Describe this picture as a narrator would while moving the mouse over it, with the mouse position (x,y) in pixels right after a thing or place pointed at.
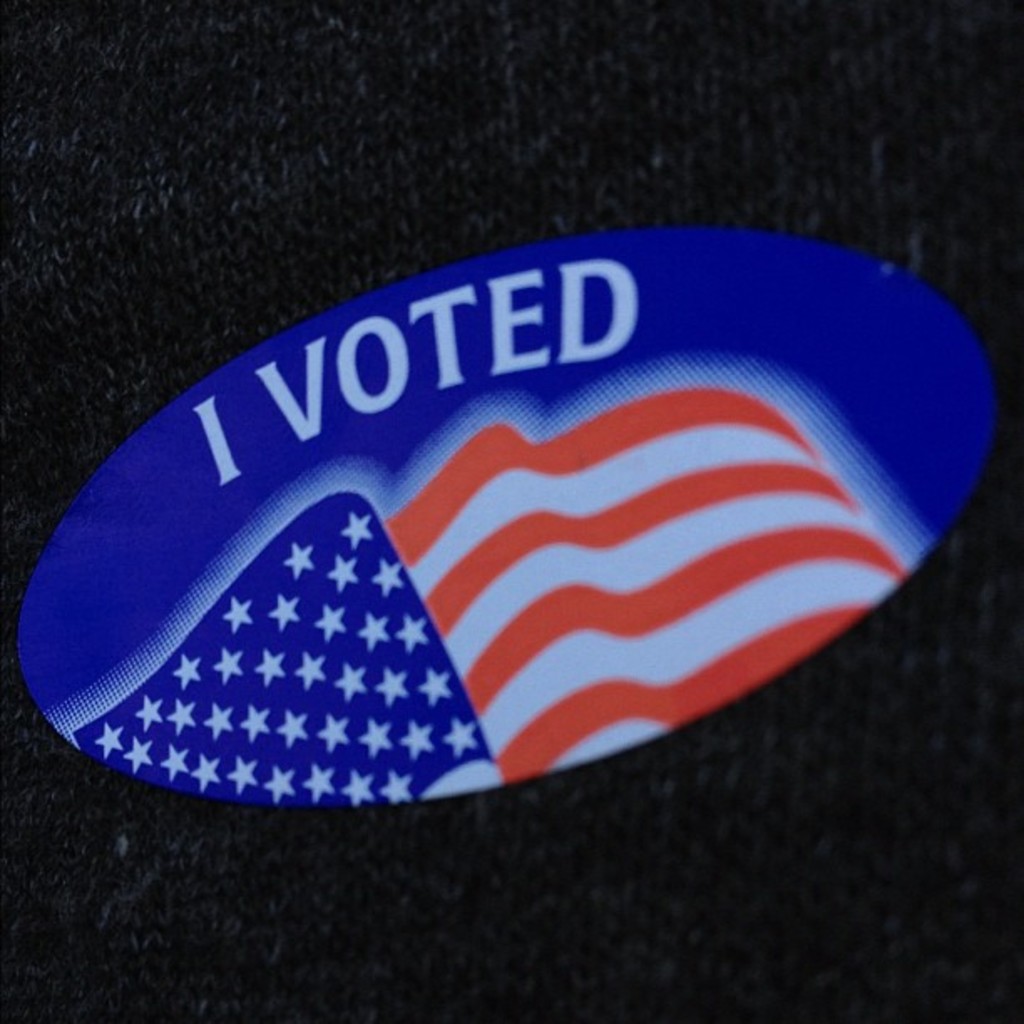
In the center of the image (499,423) we can see a logo (456,586), named as I voted.
